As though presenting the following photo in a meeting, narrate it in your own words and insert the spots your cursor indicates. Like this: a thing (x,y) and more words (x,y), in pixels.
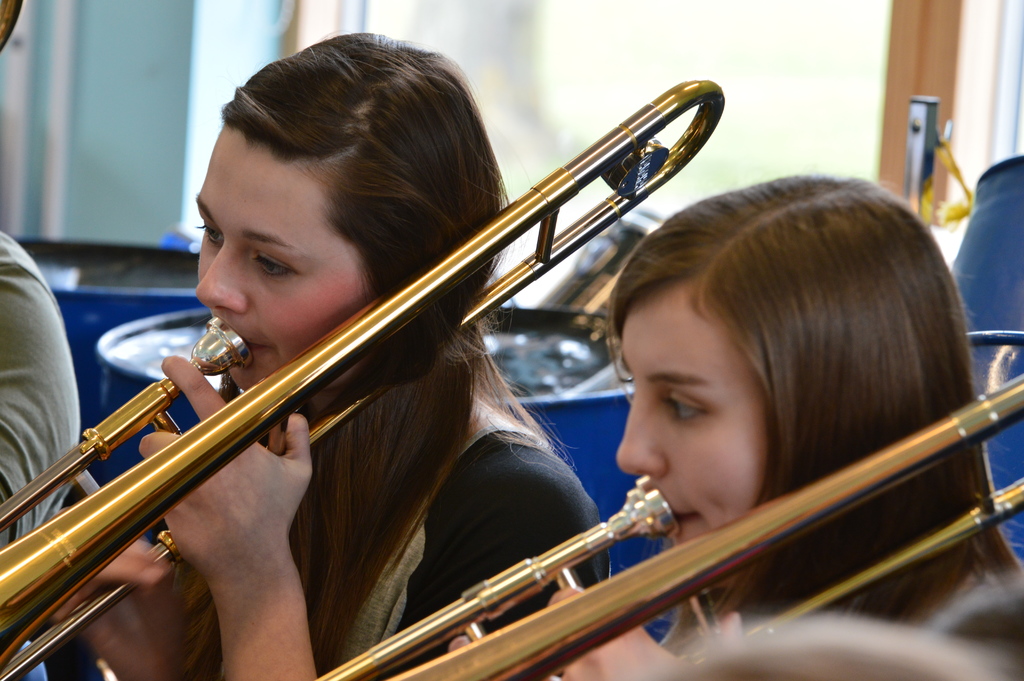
In this picture there are two women (275,263) who are playing trombones (61,529). Beside them I can see the blue drums (574,411). At the top (792,66) there is a window (792,66). On the left (18,348) I can see the person's hand (18,348) who is sitting on the chair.
